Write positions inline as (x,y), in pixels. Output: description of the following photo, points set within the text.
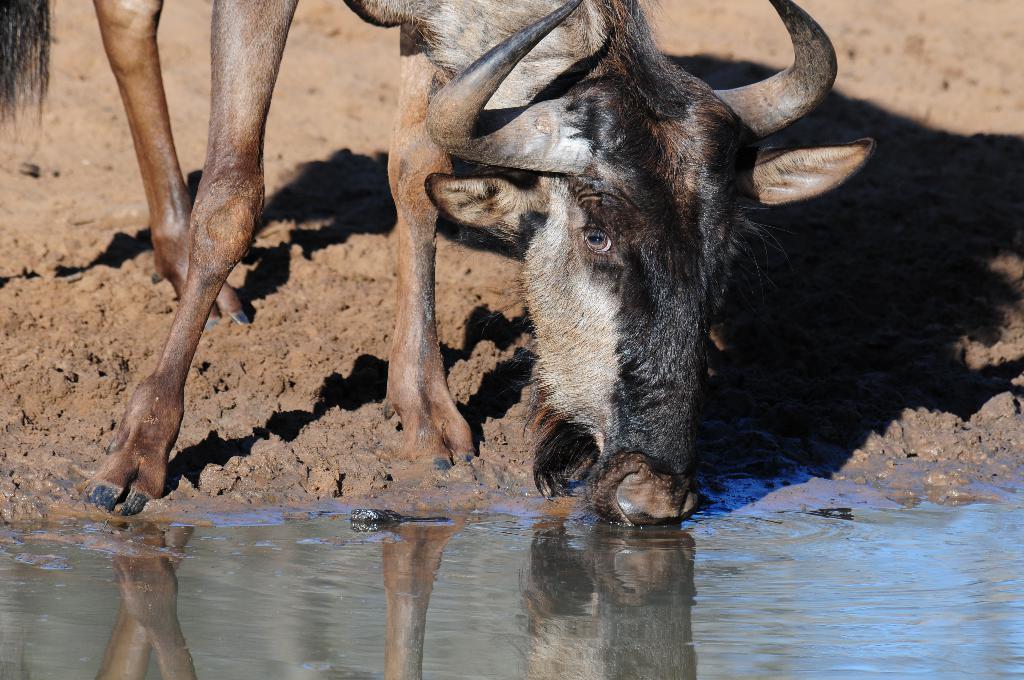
In this picture we can see a wildebeest (541,231), and it is drinking water (587,579).
